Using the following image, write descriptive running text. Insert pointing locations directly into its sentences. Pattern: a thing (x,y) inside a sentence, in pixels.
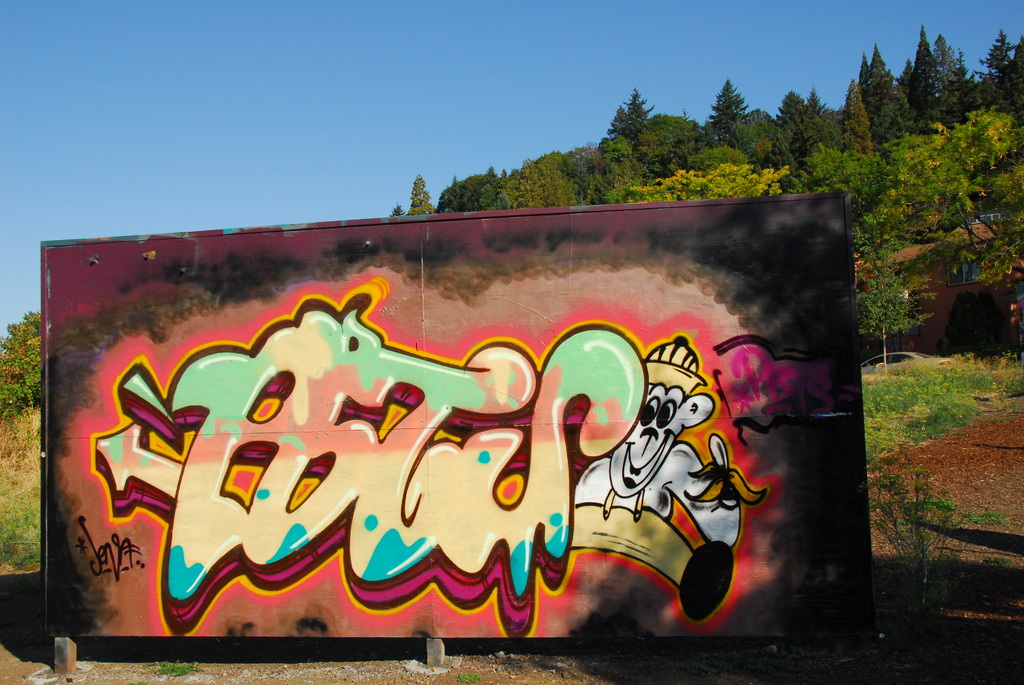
In this image, this looks like an iron board (199,402) with colorful painting (458,413) on it. These are the trees (927,171) with branches (880,151) and leaves (983,194). I can see a building (957,284) with a window (968,278) and a car (903,356). These are the plants (937,383).
